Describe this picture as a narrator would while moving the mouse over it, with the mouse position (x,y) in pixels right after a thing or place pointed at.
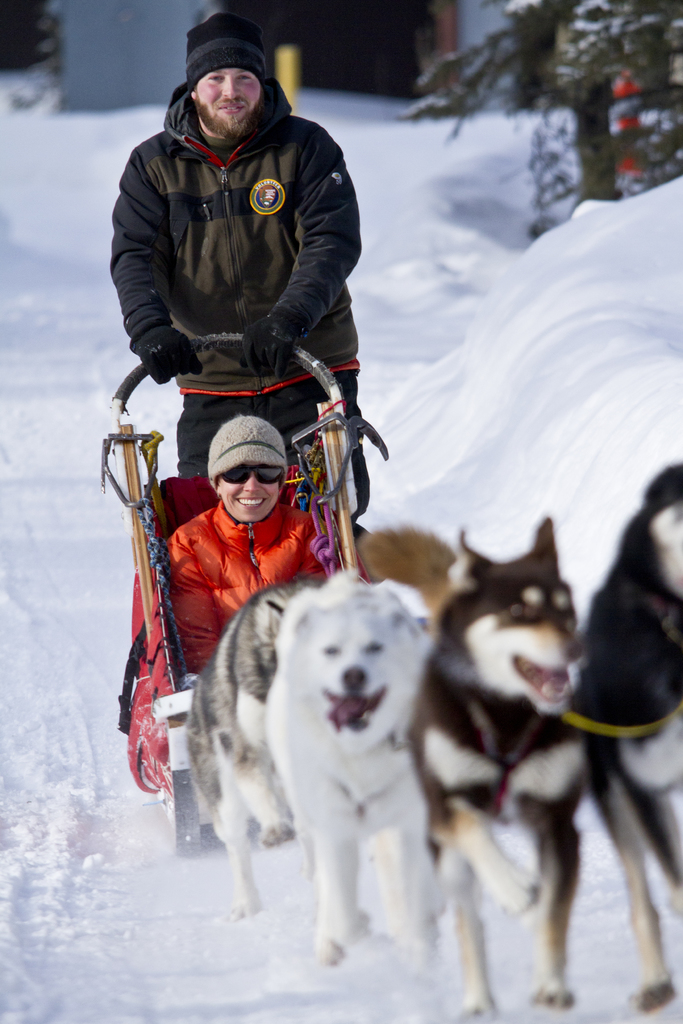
In this image I can see two people (275,448) and the dogs (361,666). These people (299,541) and dogs (290,638) are on the snow (413,362).
